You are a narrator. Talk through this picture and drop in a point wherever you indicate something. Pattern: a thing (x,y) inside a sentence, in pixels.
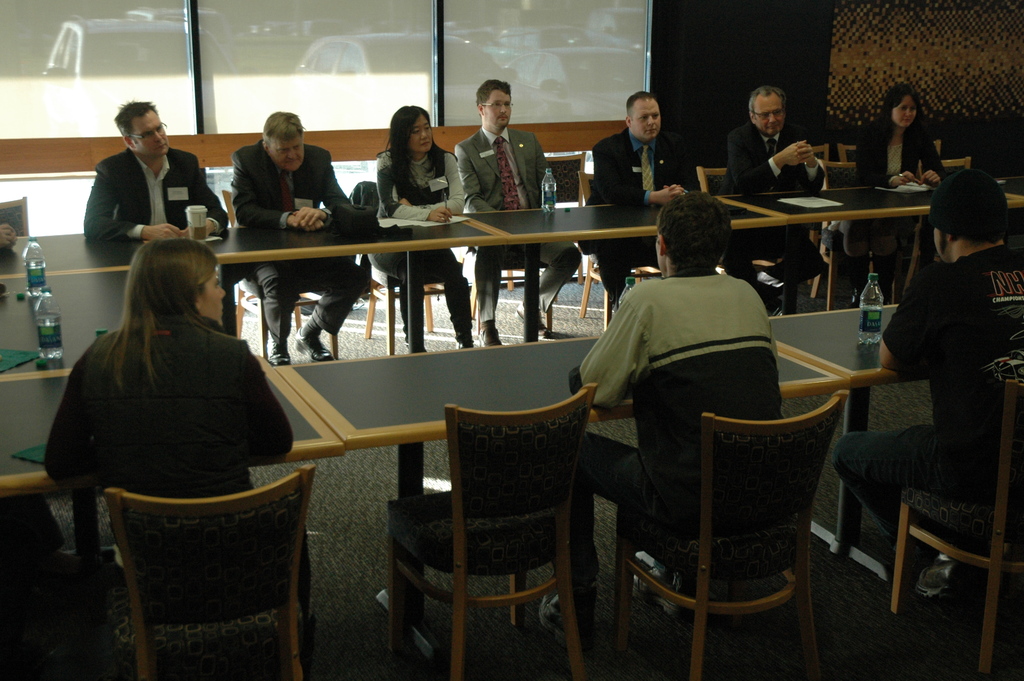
This is an image clicked inside the room (110,67). I can see few people (713,313) are sitting on the chair (533,478) around the table (45,391). There are some bottles (45,303) on the tables (90,260). In the background (752,60) I can see a wall (680,84). It seems like a meeting hall (235,106).
